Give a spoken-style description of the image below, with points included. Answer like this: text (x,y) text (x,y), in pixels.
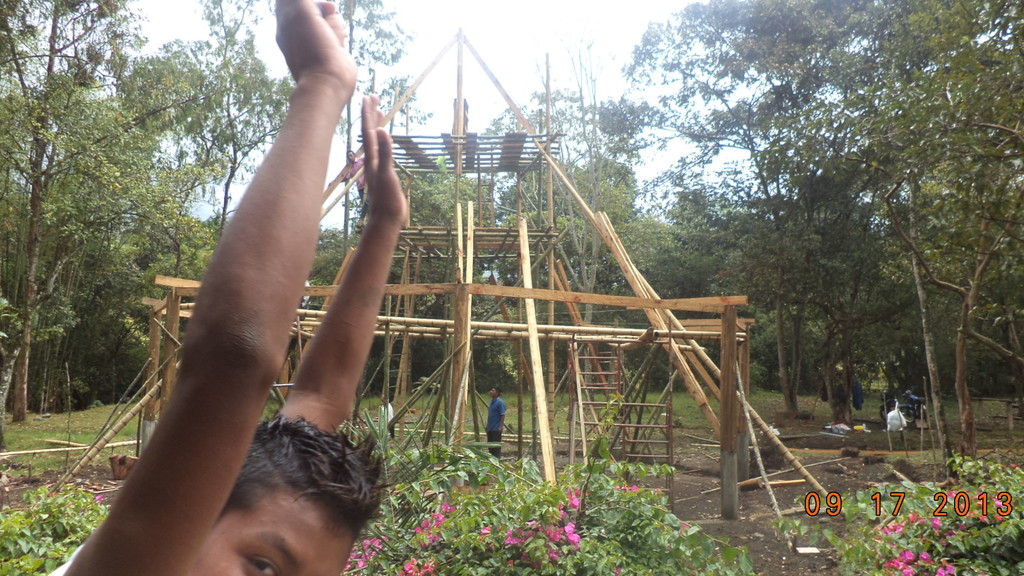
At the bottom (149,516) there is a boy (301,422) who is standing near to the plants (511,564). On the plant (631,522) we can see flowers (556,538). At the back (503,423) there is a man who is wearing blue shirt (490,420) and black trouser (493,440). He is standing near to the bamboo (402,363), which they are constructing a house (461,300). In the background (648,385) we can see many trees (33,227). At the top (428,31) there is a sky (504,55). In the bottom right corner (1011,498) there is a watermark (907,510). On the left (86,432) we can see the grass (41,431) and plants (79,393). On the right (907,419) there is a bike (907,399) which is near to the bench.
